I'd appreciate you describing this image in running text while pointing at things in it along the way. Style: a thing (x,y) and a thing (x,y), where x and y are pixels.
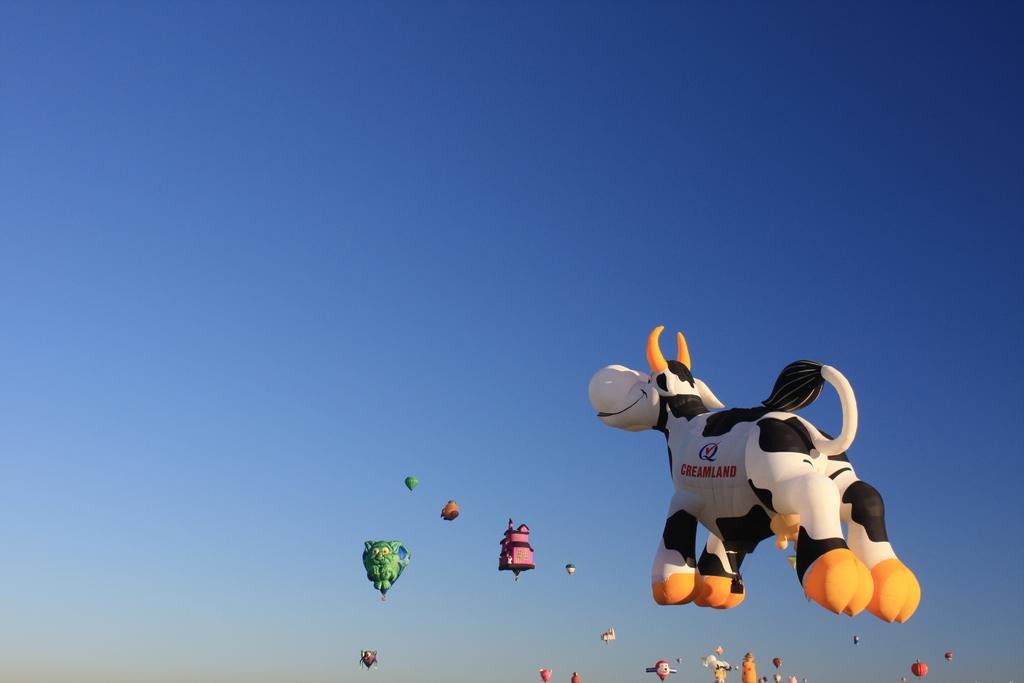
In this image we can see several designed balloons (680,408) flying in the sky (825,674). In the foreground of the image (708,428) we can see a balloon (707,395) in the shape of a cow (822,500).
